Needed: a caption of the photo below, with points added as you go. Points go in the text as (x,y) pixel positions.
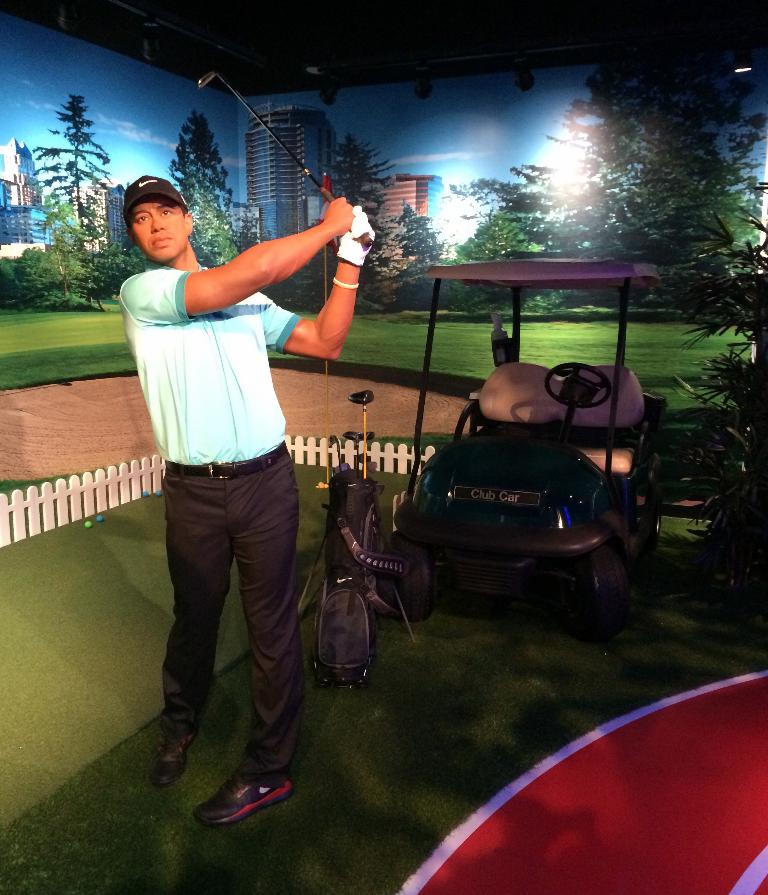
This image consists of a man (203,410) holding golf stick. In the background (632,463), there is a car (593,474). At the bottom (196,829), there is green grass (151,825). In the background (89,400), there are banners (36,397).
